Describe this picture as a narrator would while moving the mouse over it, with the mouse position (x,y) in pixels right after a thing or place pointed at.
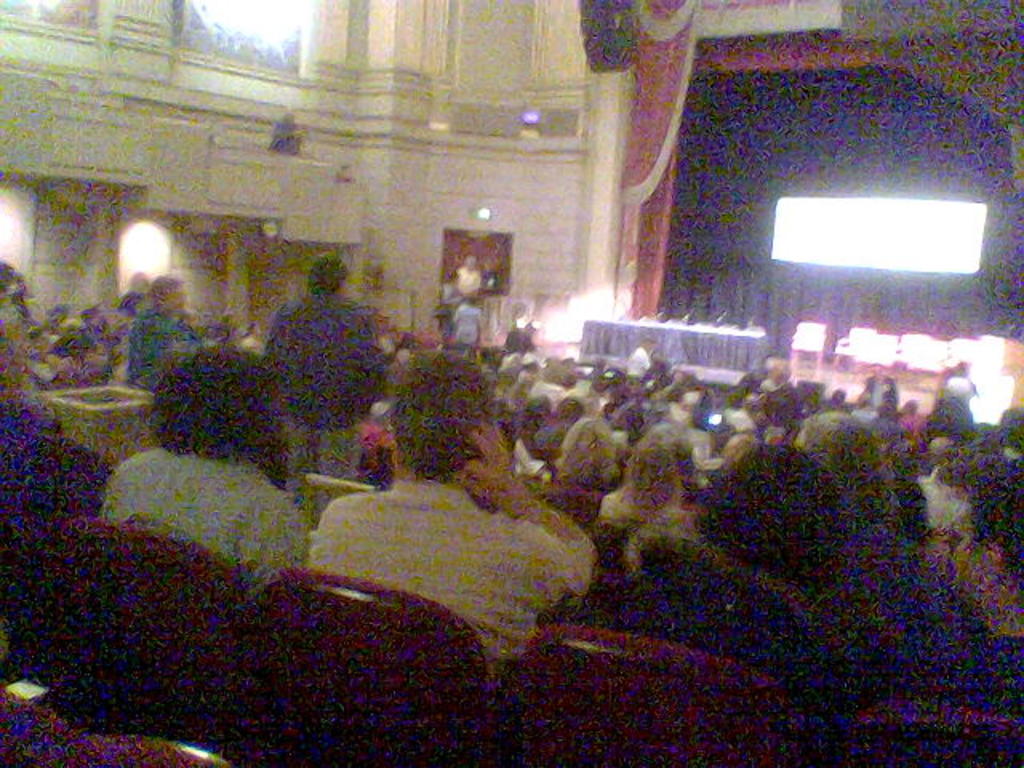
In this image we can see an inside view of a room (597,739) in which group of people (272,394) are sitting on chairs (309,696). Some people (963,406) are standing in front of stage (685,303). In the background (677,363) we can see a table (690,338), screen (879,258) and some lights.
